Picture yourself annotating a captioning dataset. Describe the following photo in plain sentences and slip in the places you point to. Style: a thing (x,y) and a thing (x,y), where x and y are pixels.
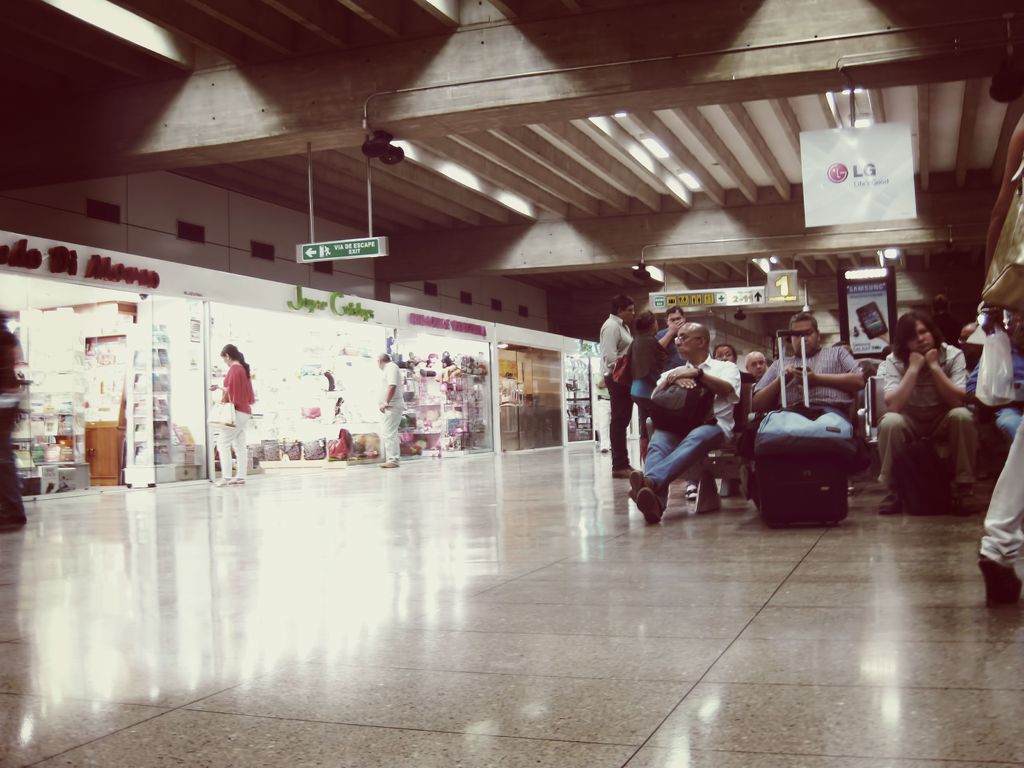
In this picture, there are stores (368,385) towards the left (77,405). Before the stores (249,454), there is a woman (240,444) and a man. Towards the right (949,356), there are people (681,457) sitting on the chairs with the bags (822,506). One of the man (655,518) is holding a bag (685,410) on his lap (701,444). Beside him, there is another man (833,375) holding a mobile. On the top (419,123), there are concrete pillars (633,147) and a board (854,135).
